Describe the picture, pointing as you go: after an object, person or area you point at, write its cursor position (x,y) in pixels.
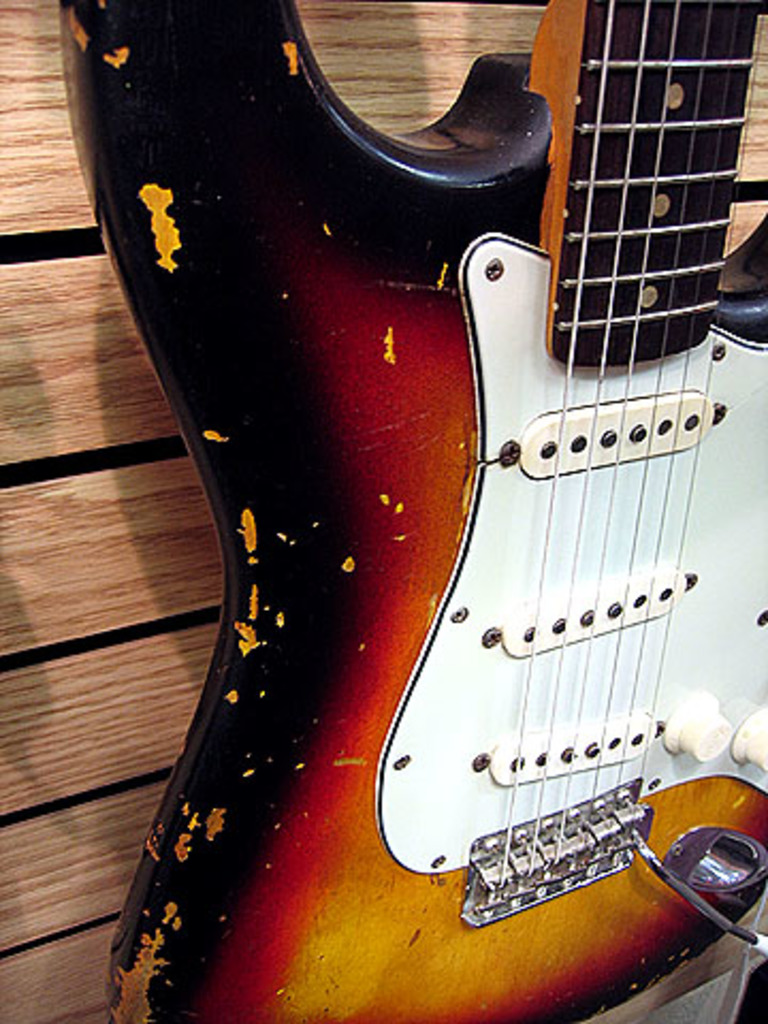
This picture shows a guitar (178,329).
